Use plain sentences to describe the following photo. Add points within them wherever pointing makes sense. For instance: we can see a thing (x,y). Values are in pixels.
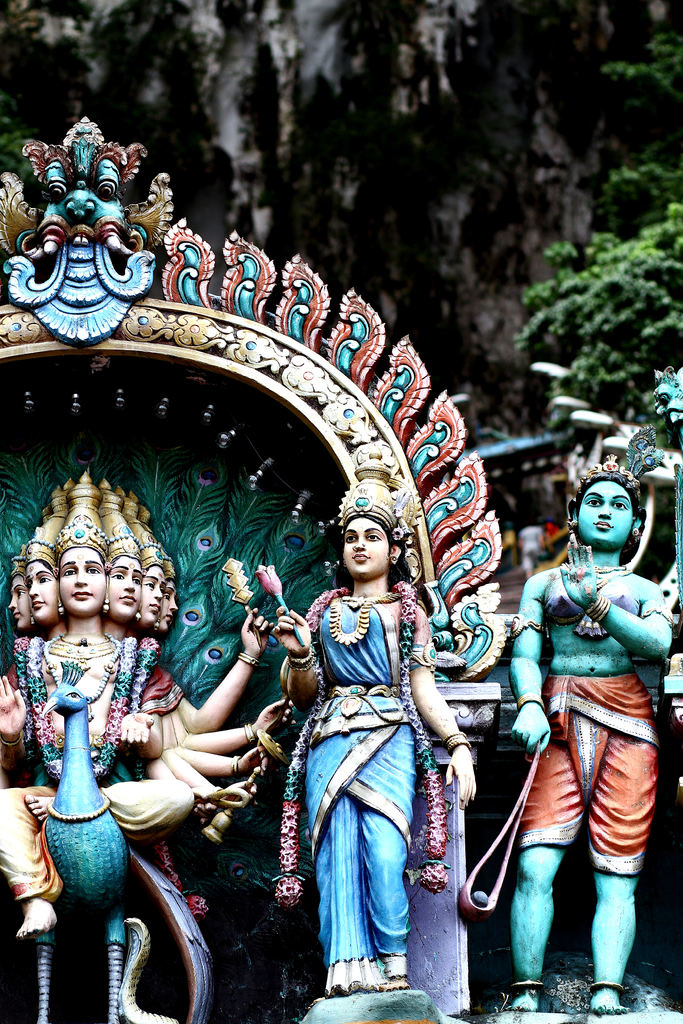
In this image I can see a colorful idols (344,629) visible, in the top (609,276) I can see leaves (635,275) of tree (644,242) visible at the top (402,84) I can see the wall (428,72).
